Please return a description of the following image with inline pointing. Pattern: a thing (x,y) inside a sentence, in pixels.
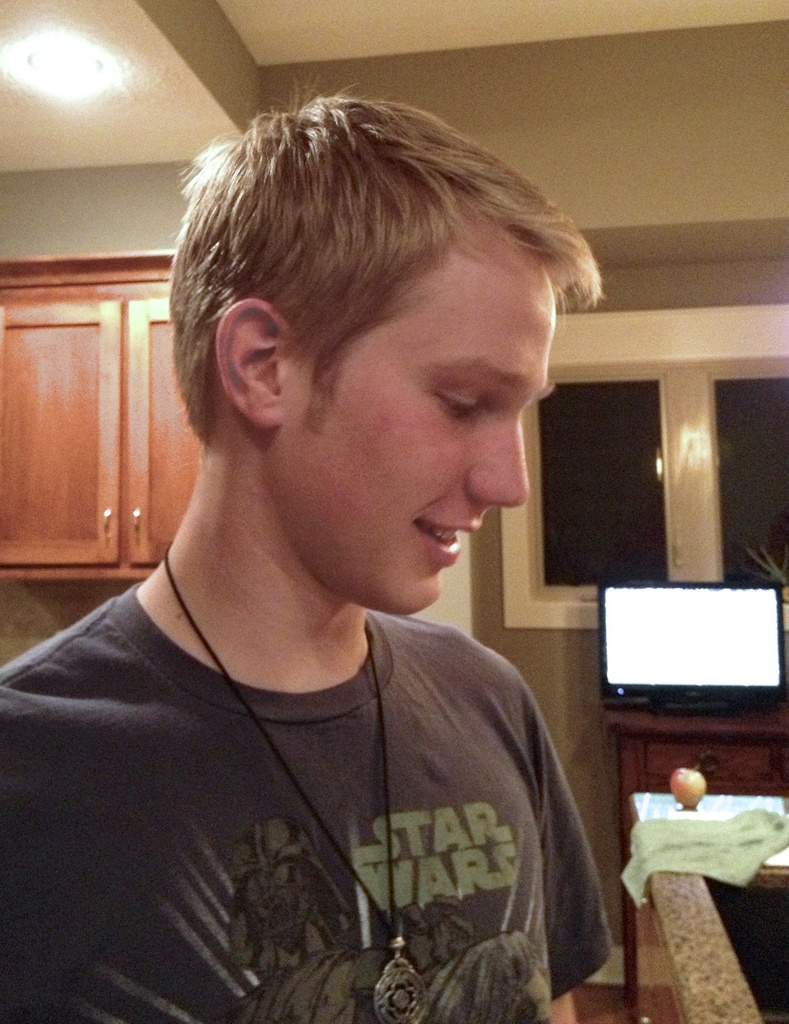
There is a man (351,594) smiling. Background (637,603) we can see fruit (684,785) and cloth (752,810) on the table (701,813) and we can see television (640,594) on cupboards (671,767). We can see cupboards (123,526) and window (750,383). Top we can see light (88,70).
